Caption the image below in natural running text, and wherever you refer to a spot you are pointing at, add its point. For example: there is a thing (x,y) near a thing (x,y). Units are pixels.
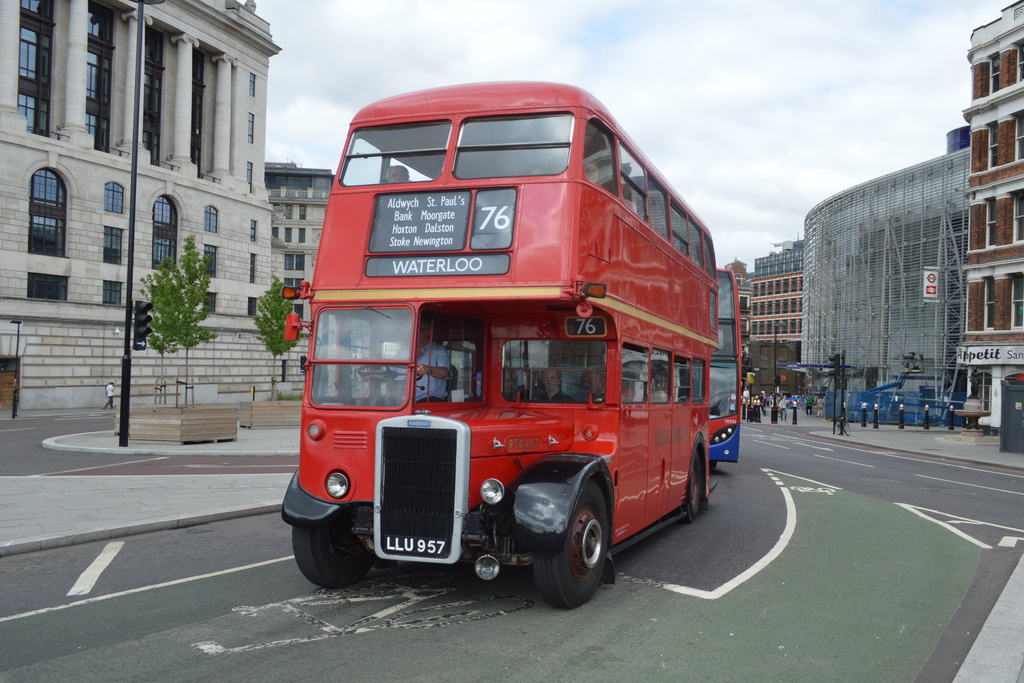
This image consists of building (174,225) in the middle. There is a bus (584,382) in the middle (377,257). It is in red color. There are trees (170,311) on the left side (190,332). There is sky (327,84) at the top (632,19).
